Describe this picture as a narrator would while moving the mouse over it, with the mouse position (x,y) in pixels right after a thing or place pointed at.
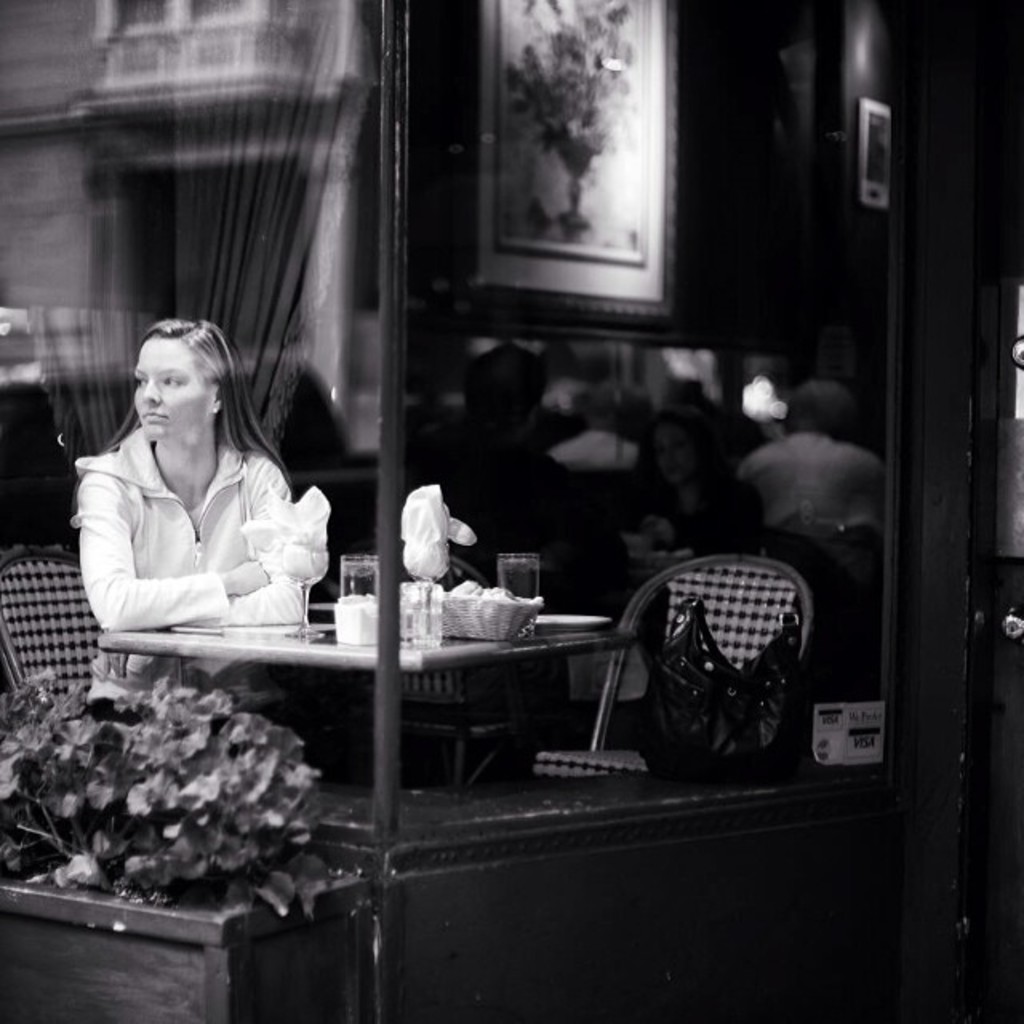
There is a woman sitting on a chair (44,657) and she is on the left side (68,681). This is a table (322,643) where a glass (409,641) and tissues (266,538) are kept on it.
